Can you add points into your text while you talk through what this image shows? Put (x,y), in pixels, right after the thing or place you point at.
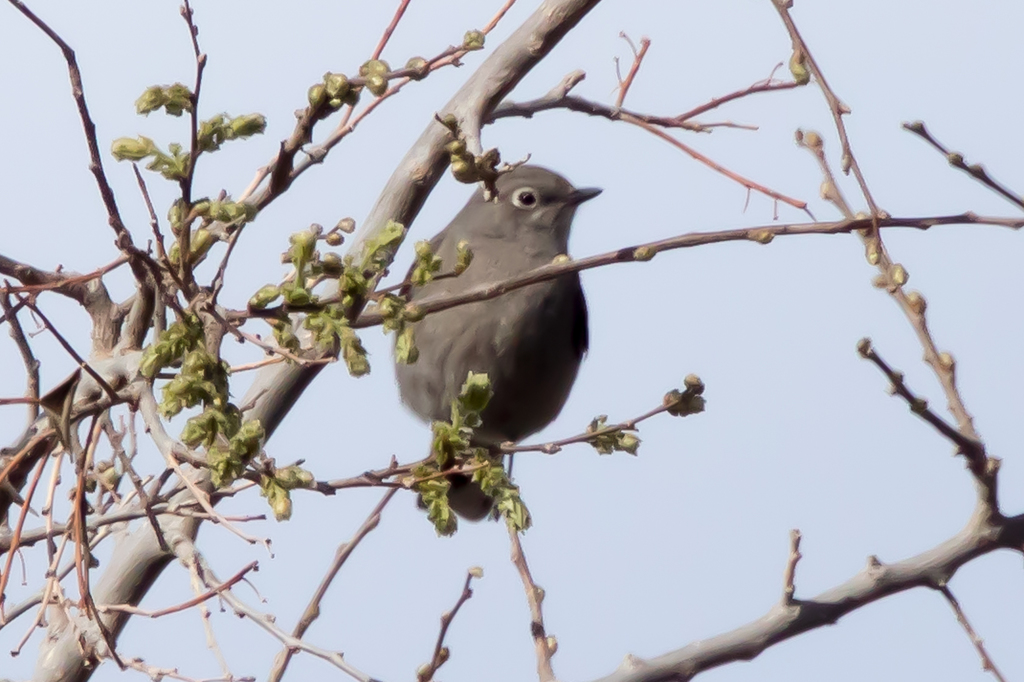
In the image in the center (365,264) we can see one tree (194,216). And we can see one bird (460,375) sitting on the branch (569,440), which is in ash color. In the background (812,348) we can see the sky (570,130).
